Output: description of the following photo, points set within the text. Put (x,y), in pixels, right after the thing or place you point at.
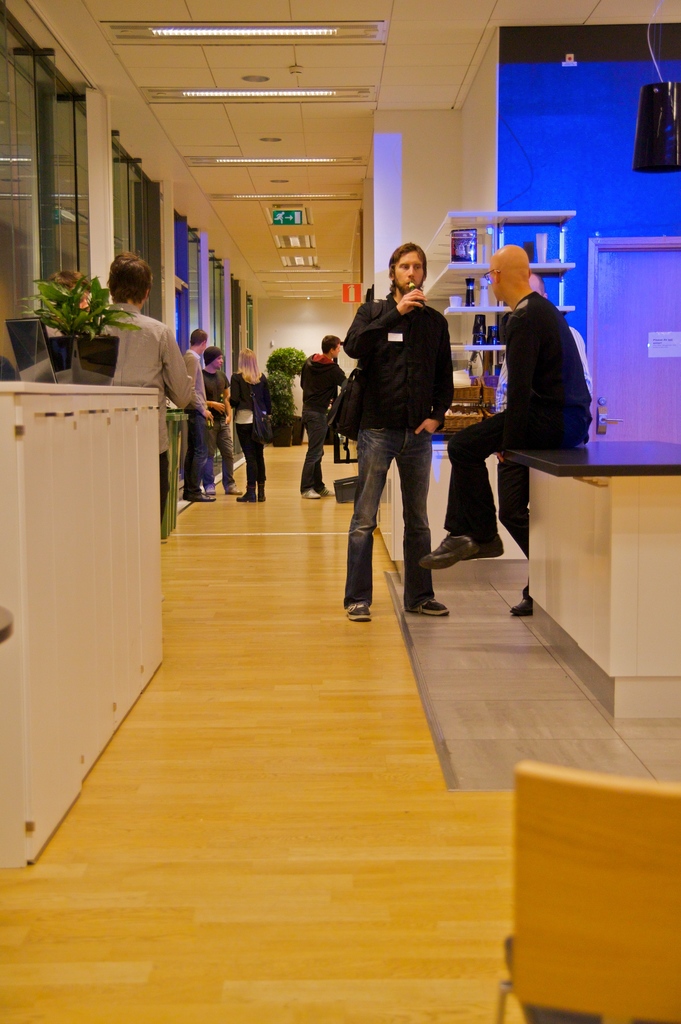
As we can see in the image there is a chair (566,844), table (655,684), lights (259,42), wall (453,124), screen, plant (78,291), pot (109,341), laptop (36,350) and few people (530,310) here and there.
